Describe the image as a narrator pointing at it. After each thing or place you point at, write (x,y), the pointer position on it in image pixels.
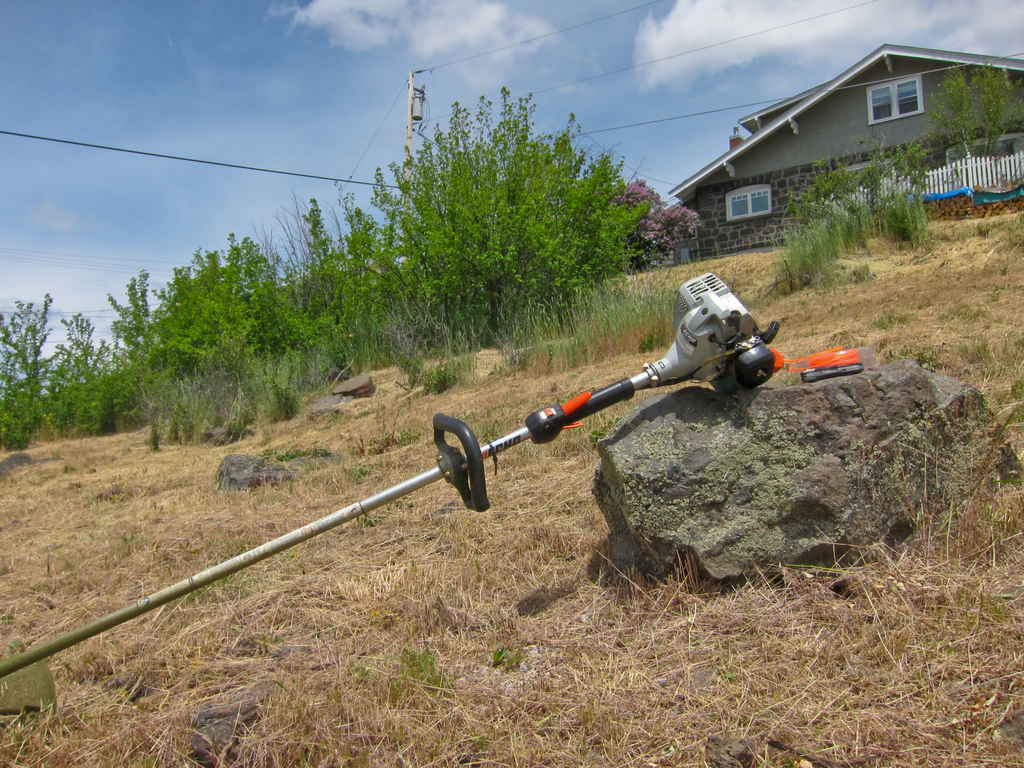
In this image, we can see a rod (198,576) with device (752,337) on the stone (760,447). Here we can see stones (954,387), grass (415,444) and plants (892,209). Background (862,103) we can see house (724,224), wall (813,184), windows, pole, fence (973,181), wires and sky (54,94).
